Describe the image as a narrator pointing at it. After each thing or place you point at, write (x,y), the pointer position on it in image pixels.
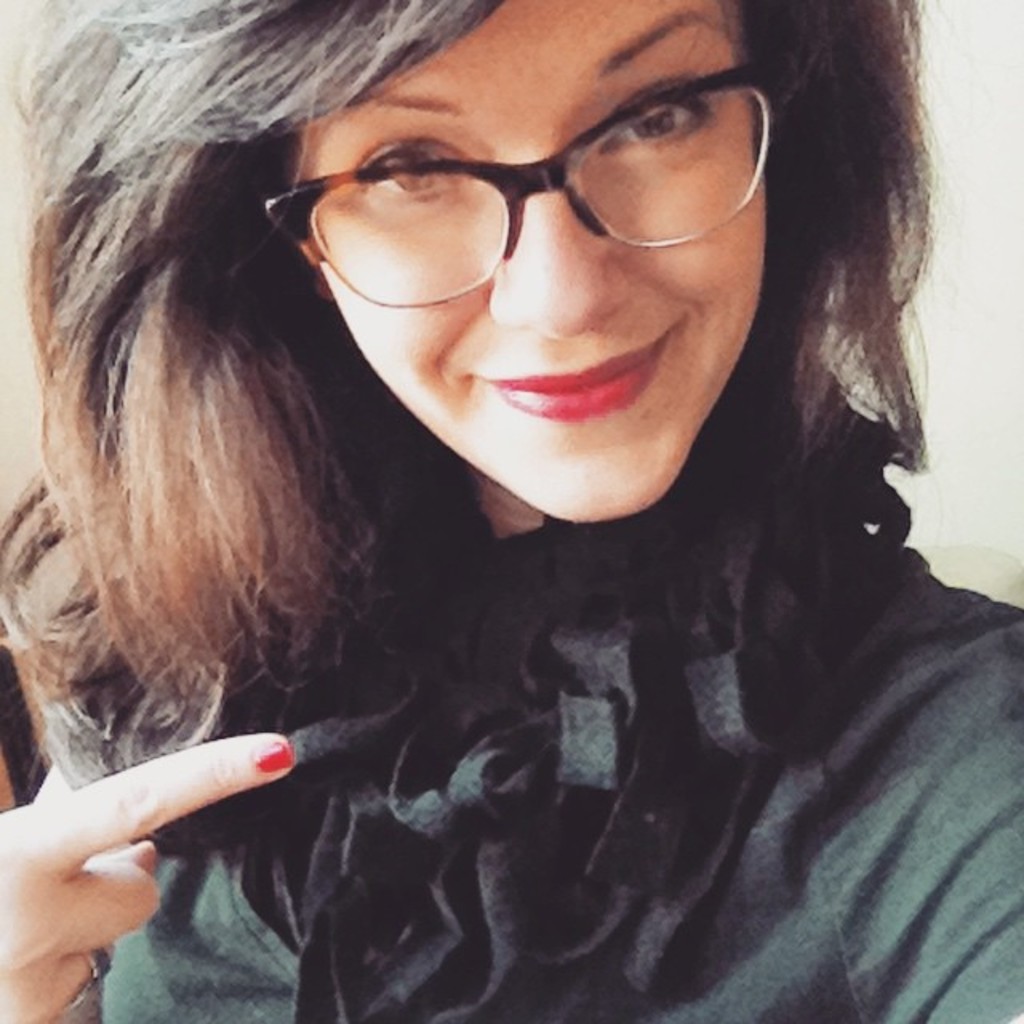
In this image we can see a woman (483,670).
